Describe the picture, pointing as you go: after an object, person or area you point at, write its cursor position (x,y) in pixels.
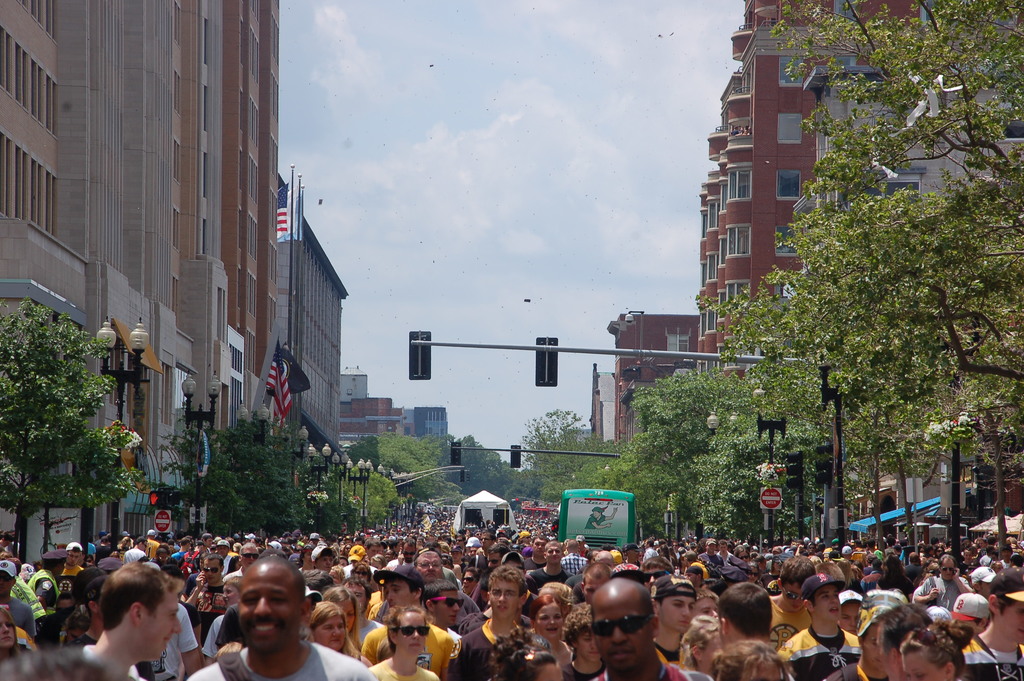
In this image, we can see many people (678,559) and there are some vehicles (580,530). In the background (517,478), there are trees (378,464), poles (799,493), lights (819,450), flags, boards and buildings (221,292). At the top (458,141), there are clouds (495,181) in the sky (495,181).
